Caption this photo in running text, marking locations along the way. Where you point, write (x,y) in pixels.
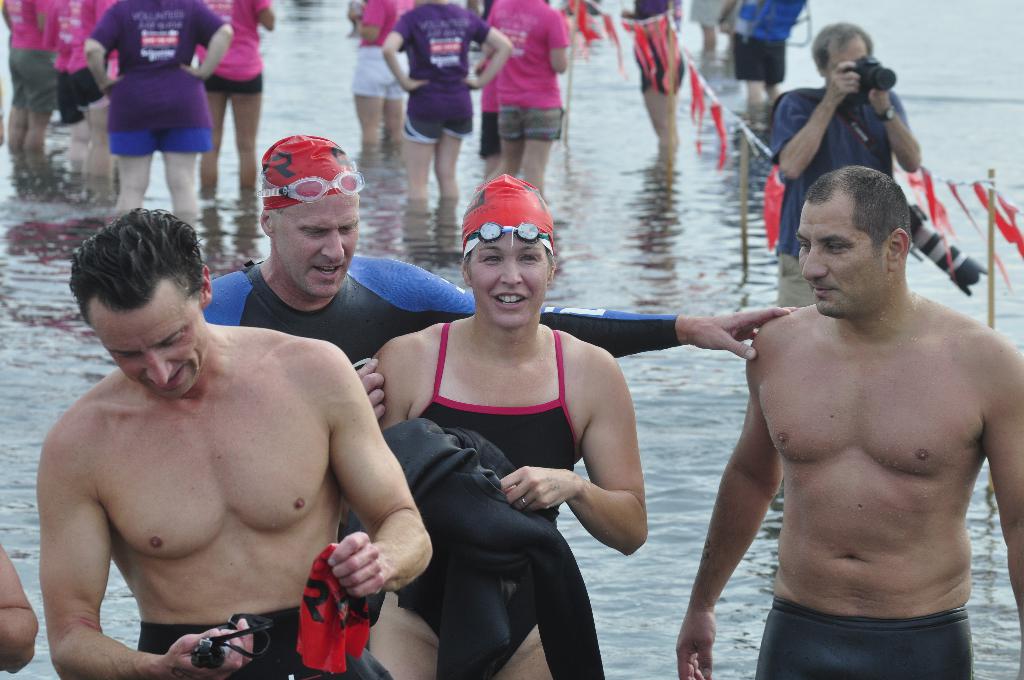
In this image I can see a crowd (756,46) in the water (160,201) and a fence (766,152). This image is taken may be in the lake (343,134).
